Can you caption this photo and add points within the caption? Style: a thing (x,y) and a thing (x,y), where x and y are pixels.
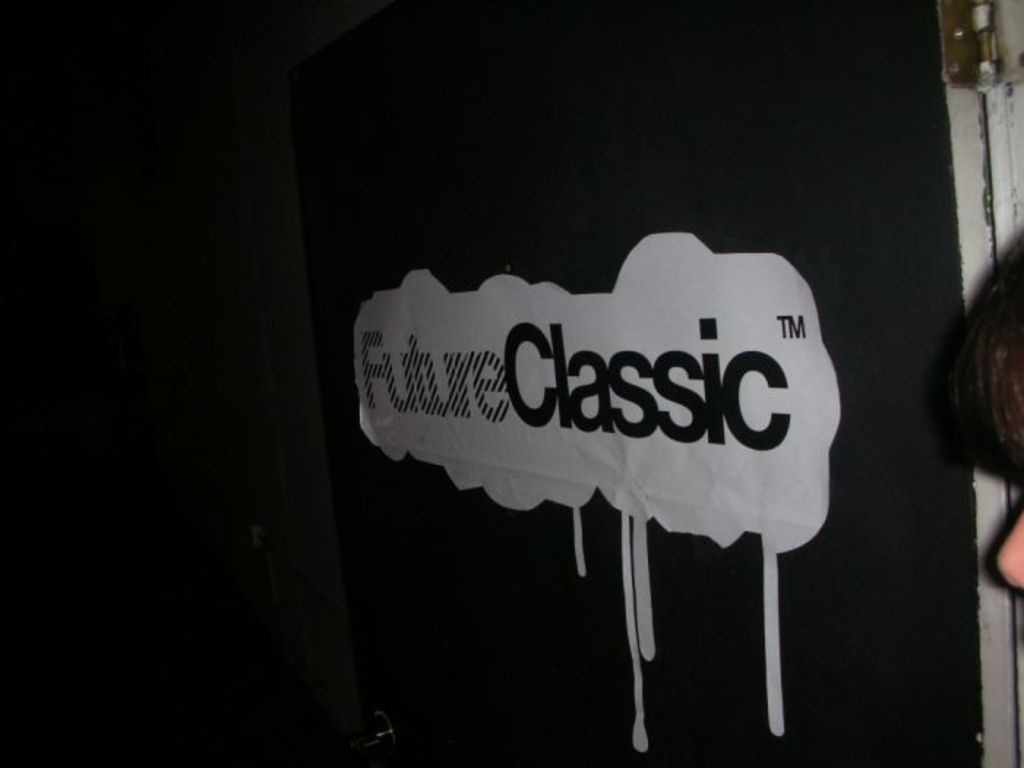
In the picture I can see a black color object (679,532) which has something written on it. On the right side of the image (980,365) I can see some other objects (985,246). The background of the image (149,549) is dark.
